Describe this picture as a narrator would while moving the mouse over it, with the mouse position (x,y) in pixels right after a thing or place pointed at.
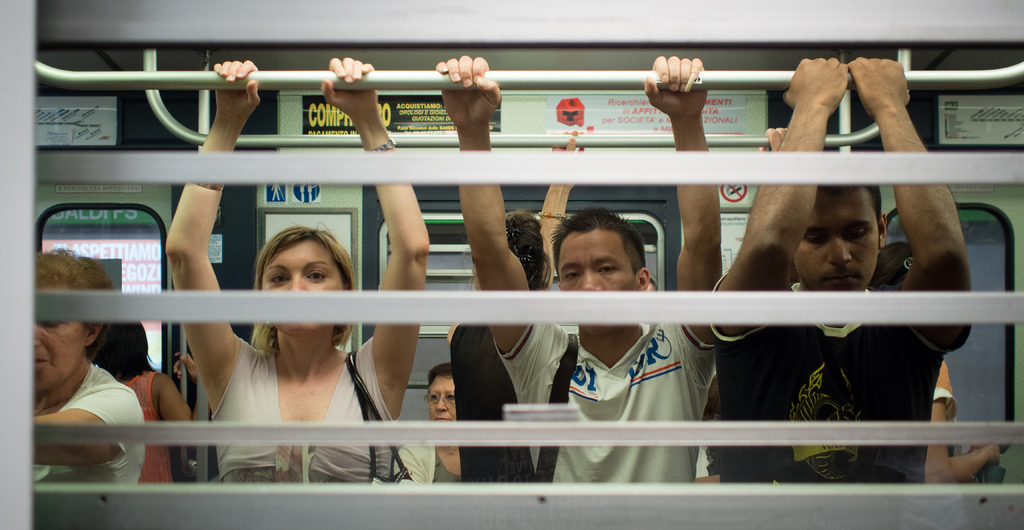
It is a train (181,144) most of the people (285,286) are standing by holding a handle (775,81) in the train (593,188). Behind the people (187,240) there are few windows (135,290) and doors (365,213). Beside the windows (125,235) some caution citations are written.
